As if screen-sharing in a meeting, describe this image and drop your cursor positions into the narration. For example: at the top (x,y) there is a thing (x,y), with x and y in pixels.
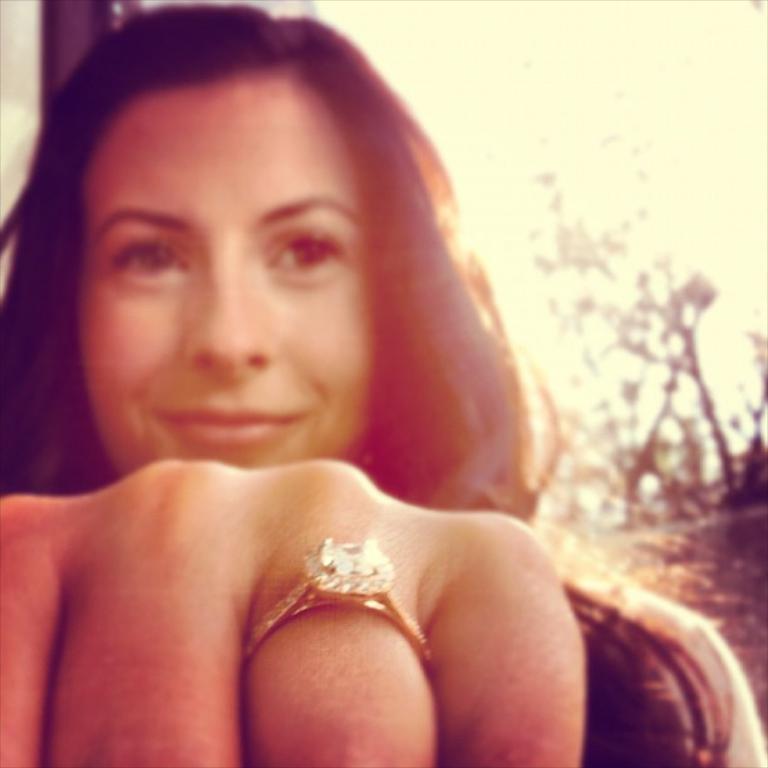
In this image, we can see a woman (250,562). On the left side (83,646), we can see the hand (543,616) of a person (553,648) with a ring (351,567). In the background (703,289), we can see some trees (691,289).
